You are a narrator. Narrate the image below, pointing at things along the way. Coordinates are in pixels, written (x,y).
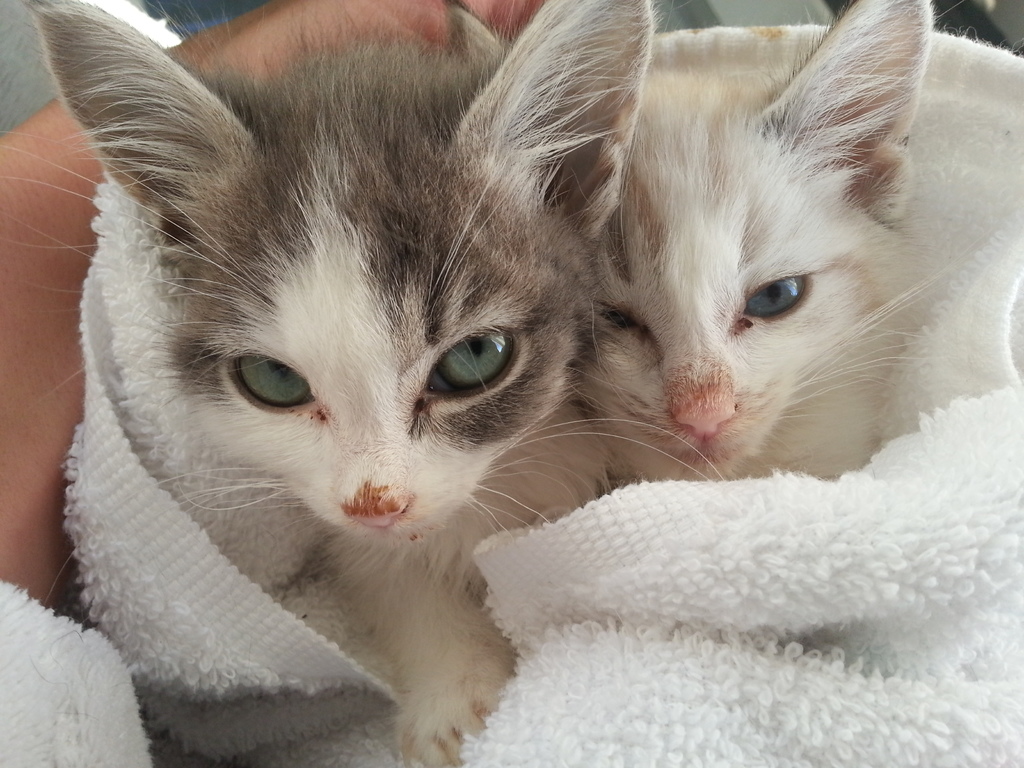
In the foreground of the image (208,252) there are two cats (706,219) wrapped in a cloth (745,753). To the left side of the image (27,156) there is persons hand (376,36).
